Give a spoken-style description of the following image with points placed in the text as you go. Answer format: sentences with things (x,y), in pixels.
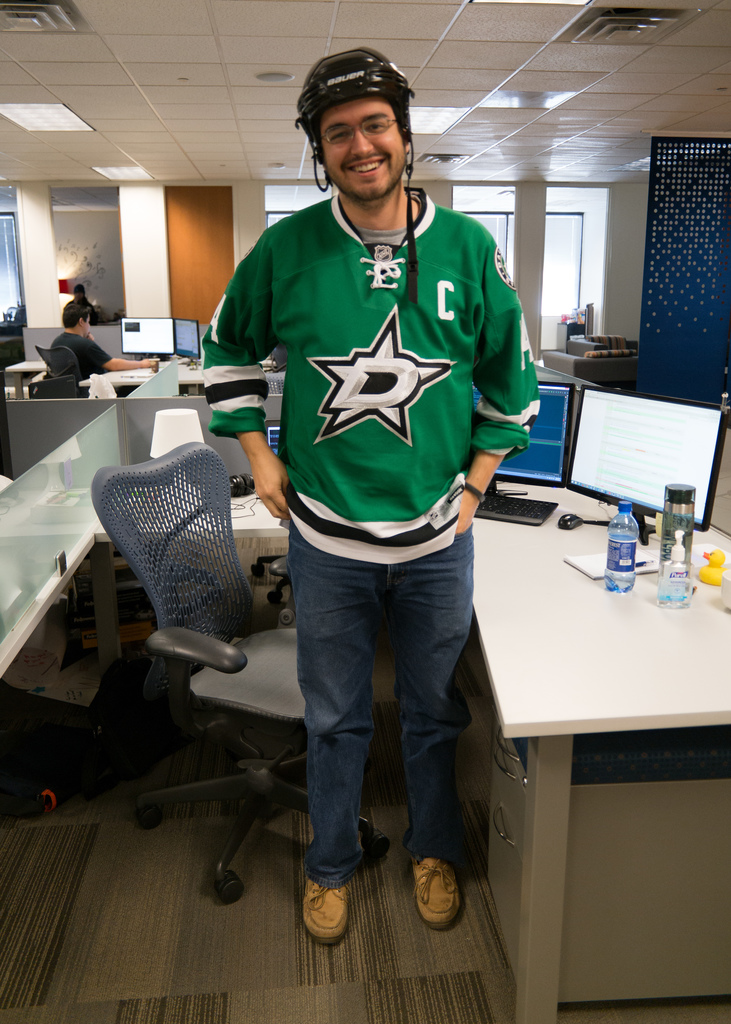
Here in the front (255,379) we can see a person (443,722) standing wearing helmet (370,83) and smiling and there is a chair (193,518) and table (540,649) present with systems (604,473), bottles (624,518) present, behind him also we can see people (86,341) sitting on chairs (54,361).
